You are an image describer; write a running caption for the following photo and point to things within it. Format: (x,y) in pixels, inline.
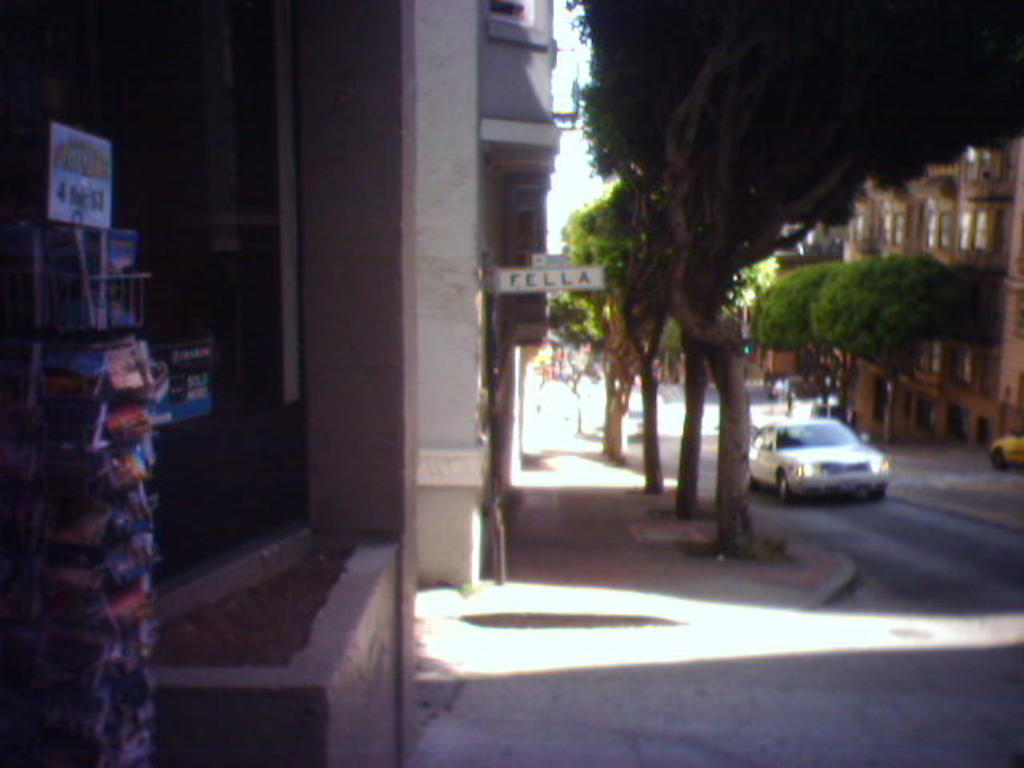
In this image I can see few vehicles (769,474) on the road (1013,540). I can also see a building (472,190) in white color, trees (738,235) in green color and sky (571,187) in white color, in front I can see the other building (951,197) in brown color.
